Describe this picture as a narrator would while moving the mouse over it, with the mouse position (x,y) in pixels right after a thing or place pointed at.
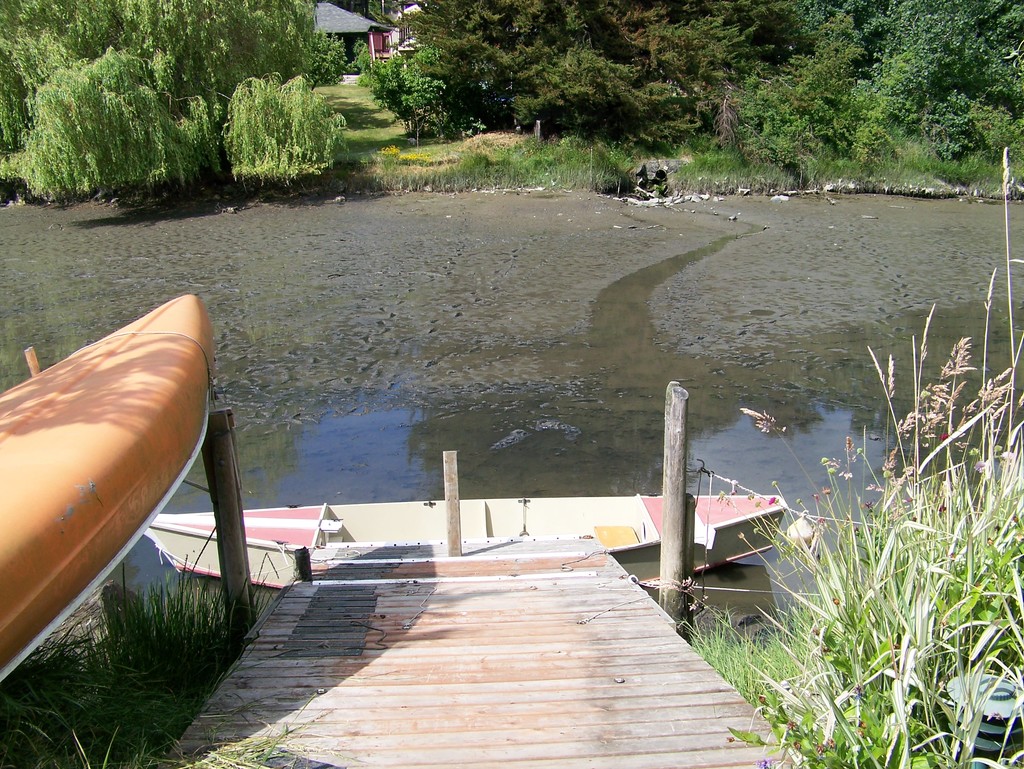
In this picture we can see grass (925,514), path (470,565), poles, boats (55,464) and water (489,410). In the background of the image (241,137) we can see trees (751,43), plants (386,70) and house (395,52).
